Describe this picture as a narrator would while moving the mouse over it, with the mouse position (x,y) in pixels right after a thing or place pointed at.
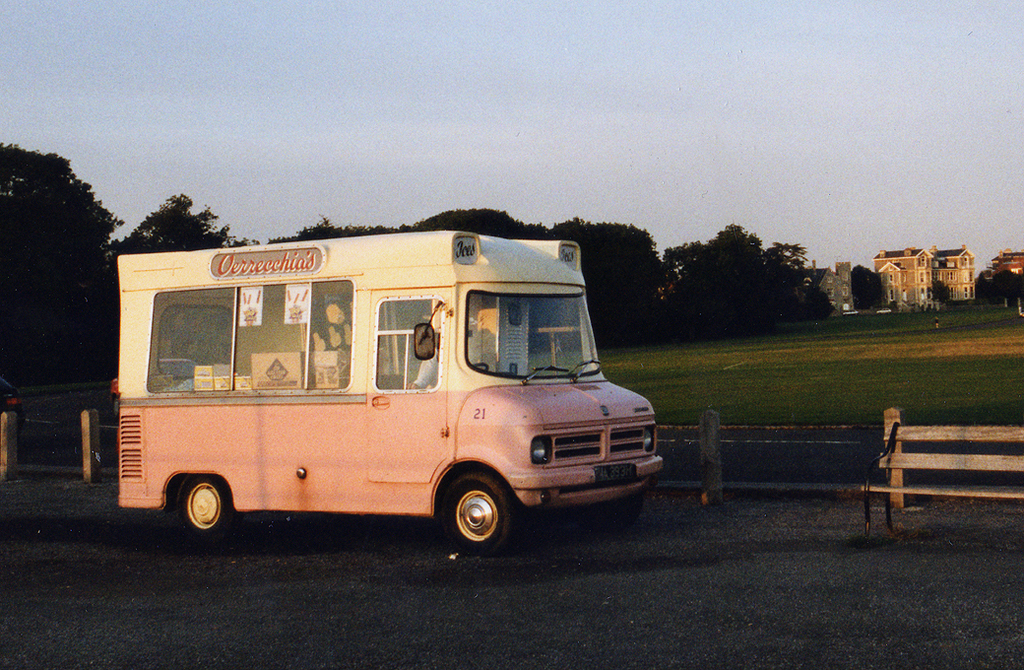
In this image there is a van (609,433) which is parked on the ground (632,539) and a fence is visible. In the middle (641,329) trees (17,200) are visible and buildings (889,283) are visible. On the top (77,138) sky (233,226) is visible blue in color. This image is taken on the road (770,541) during evening time.
